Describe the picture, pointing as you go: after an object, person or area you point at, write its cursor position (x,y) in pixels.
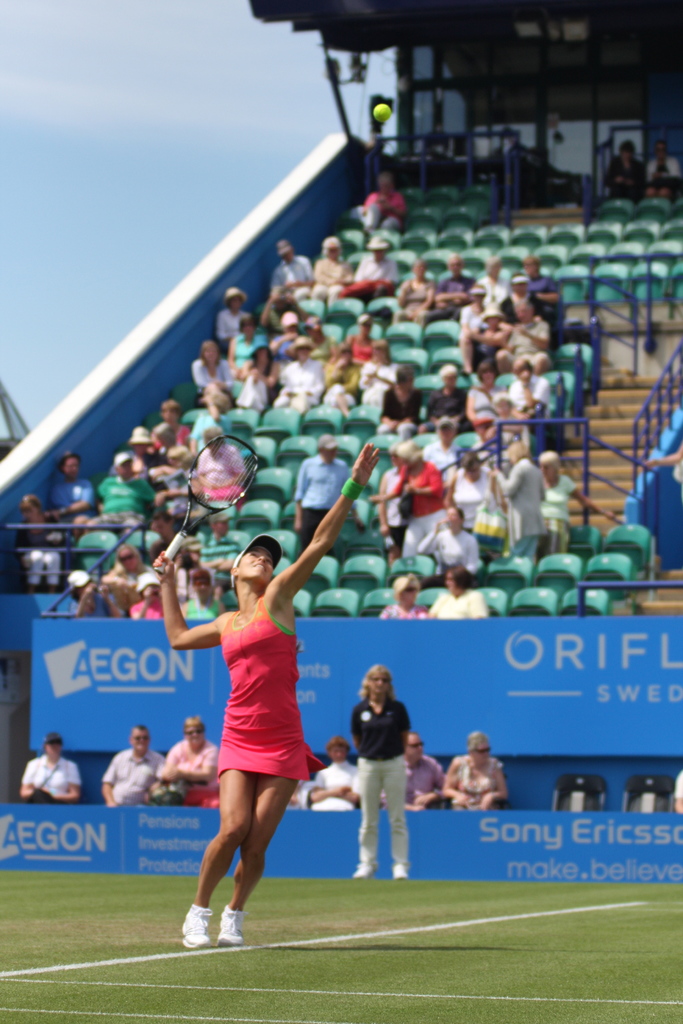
In this image i can see a woman (272,637) in a pink dress (272,667) standing and holding a bat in her hand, and i can see a ball (391,113) over here. In the background (262,371) i can see few people (287,333) sitting on chairs (353,435), a woman (394,852) standing, and few empty chairs (583,572). I can see the stadium (557,239) and the sky (122,157).
